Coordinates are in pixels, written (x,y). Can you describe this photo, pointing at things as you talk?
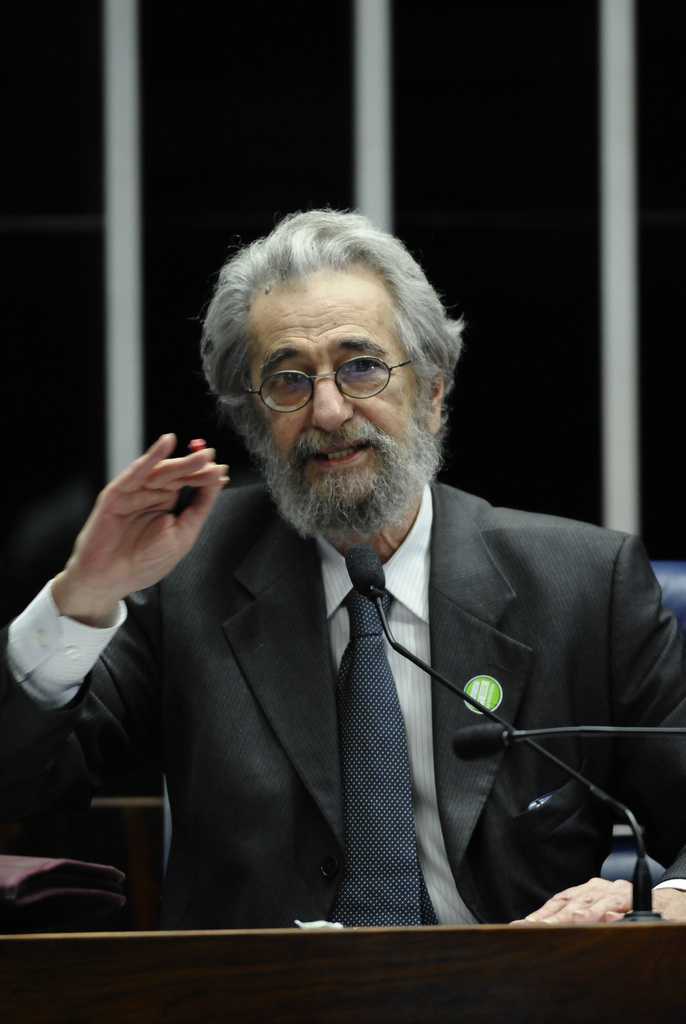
In the foreground of this picture (400,969) we can see the microphones (599,793) and a table (138,934) and some other objects (48,894) and we can see a person (433,500) wearing suit (495,638) and sitting on the chair (672,596). In the background (629,385) we can see the white color objects (634,102) and some other objects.
